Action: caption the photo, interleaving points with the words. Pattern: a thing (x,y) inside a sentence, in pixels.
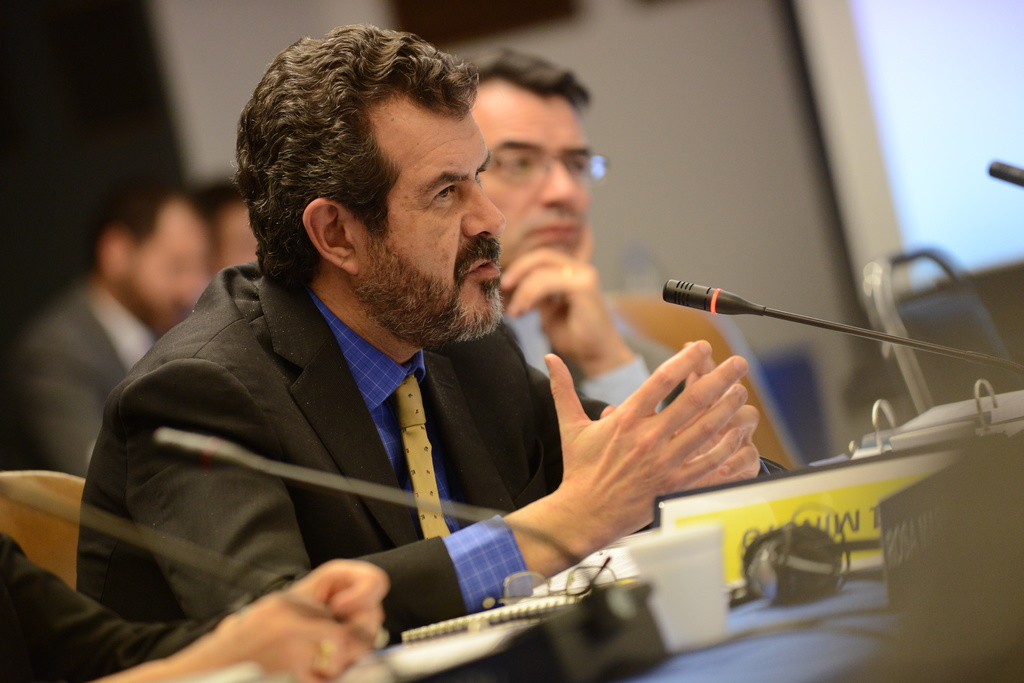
In this image there are people (531,217) sitting on the chairs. In front of them there is a table (582,605). On top of it there are mike's (741,301), name board (799,496) and some other objects (979,390). In the background of the image (556,21) there is a photo frame (512,19) on the wall (710,146). On the left side of the image (110,124) there is a door (62,190). On the right side of the image (997,103) there is a screen (884,90).
